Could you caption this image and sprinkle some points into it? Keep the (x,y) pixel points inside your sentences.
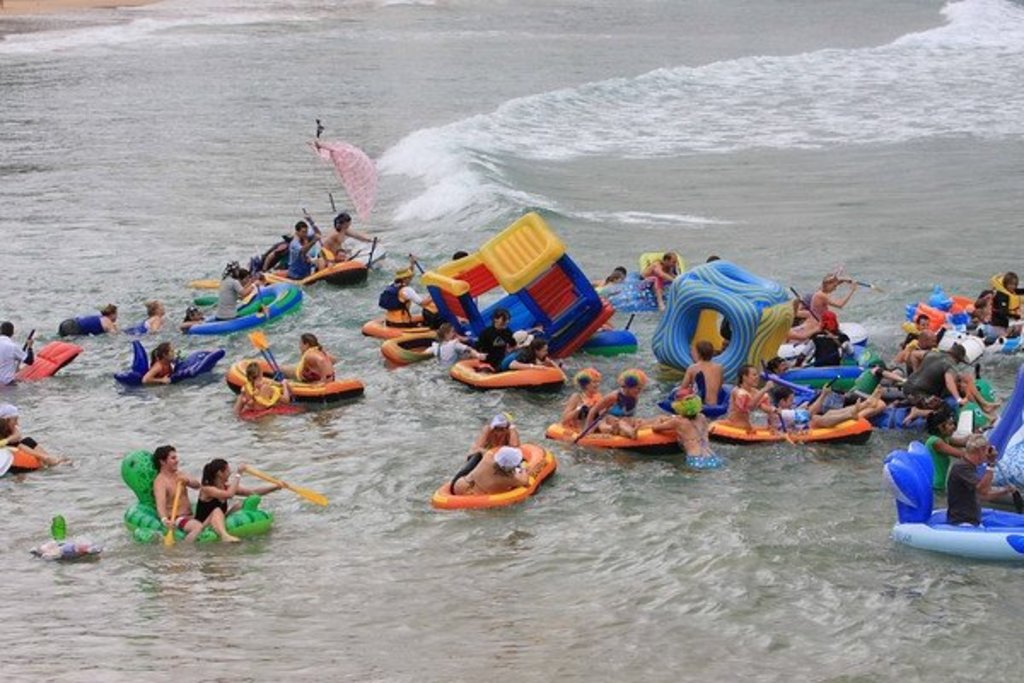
There is water (287,208). On the water (490,529) there are many people (260,391) sitting on tubes (845,423). Some are holding paddles (257,475).
